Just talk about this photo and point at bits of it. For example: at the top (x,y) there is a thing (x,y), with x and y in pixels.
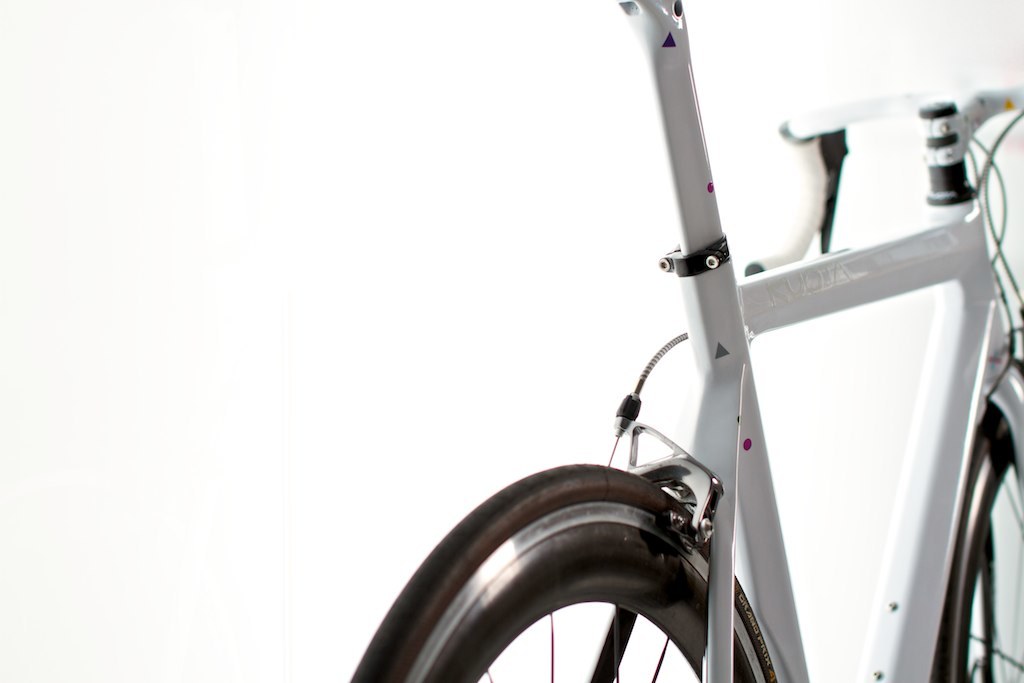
In the picture we can see a part (994,656) of the bicycle (614,663) which is white in color.
